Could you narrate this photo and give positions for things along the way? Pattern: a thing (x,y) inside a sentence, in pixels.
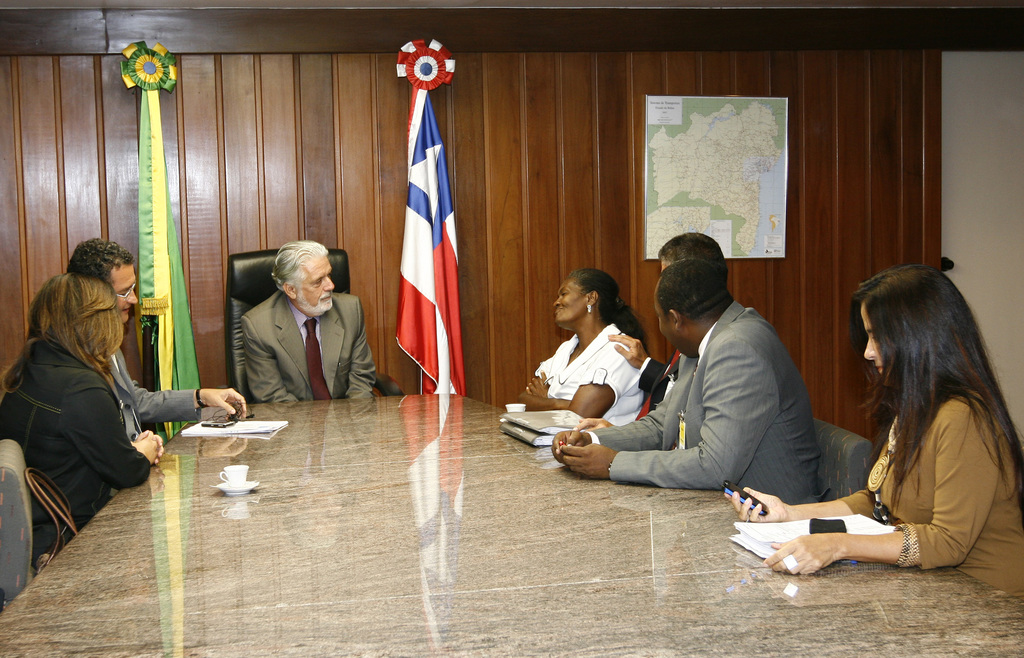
In this image we can see men (124,369) and women (97,418) are sitting on the chairs (828,476). In front of them, we can see a table (437,586). On the table (287,564), we can see cup (229,482), saucer (239,494), paper (241,435), files (540,434) and black color object (814,520). In the background of the image (450,232), we can see two flags (414,159) and one map (668,156) is attached to the wooden wall (578,162). There is a door (1001,191) on the right side of the image (1008,254).
